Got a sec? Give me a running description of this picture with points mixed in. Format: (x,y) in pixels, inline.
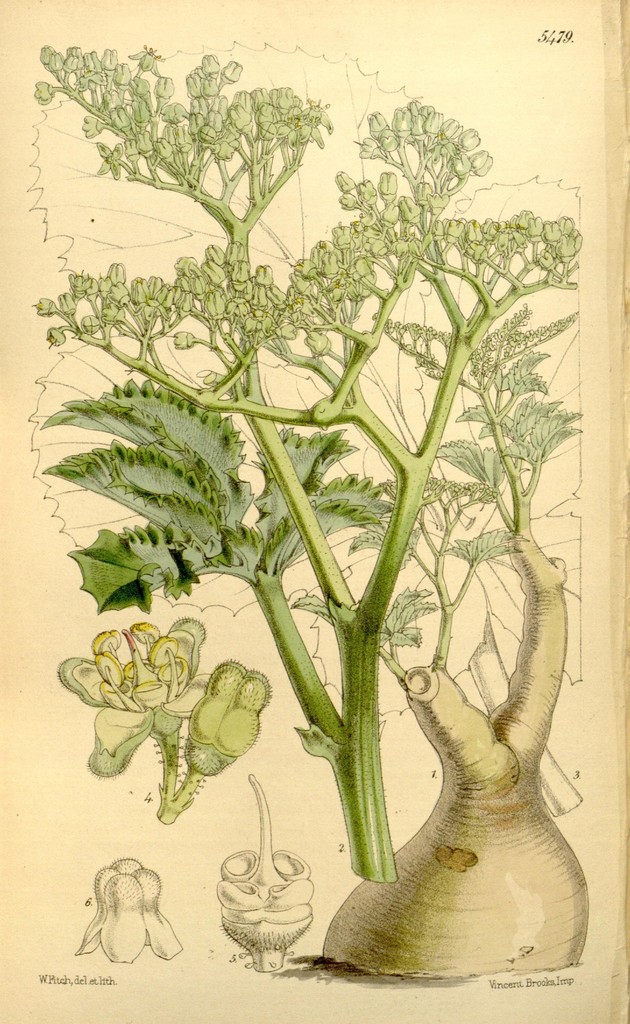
In this image, we can see depiction of a plant (391,668).
